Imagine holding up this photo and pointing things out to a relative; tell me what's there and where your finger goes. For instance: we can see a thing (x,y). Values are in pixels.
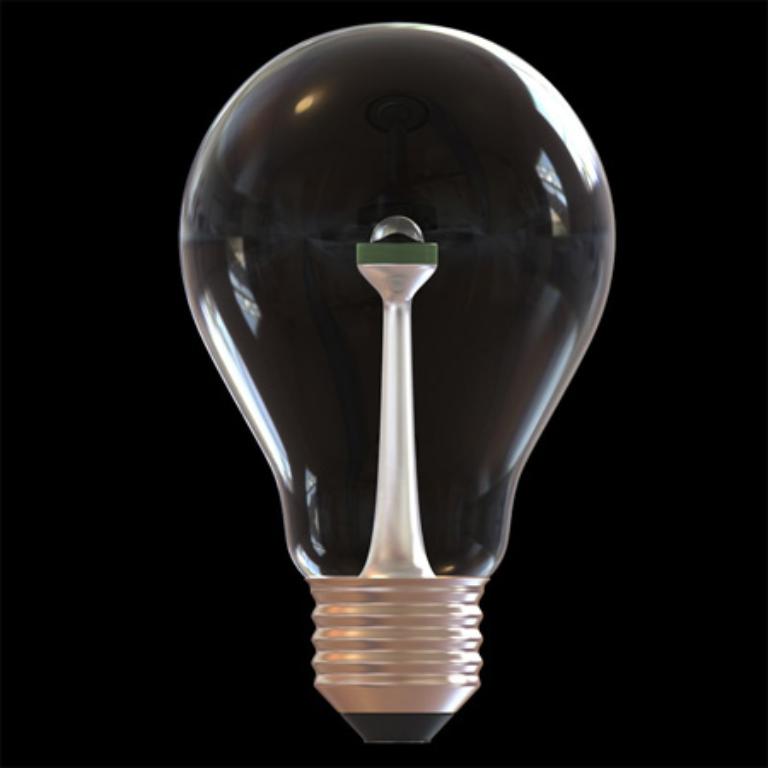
As we can see in the image in the front (421,420) there is a light (419,245) and the background (74,362) is dark.
